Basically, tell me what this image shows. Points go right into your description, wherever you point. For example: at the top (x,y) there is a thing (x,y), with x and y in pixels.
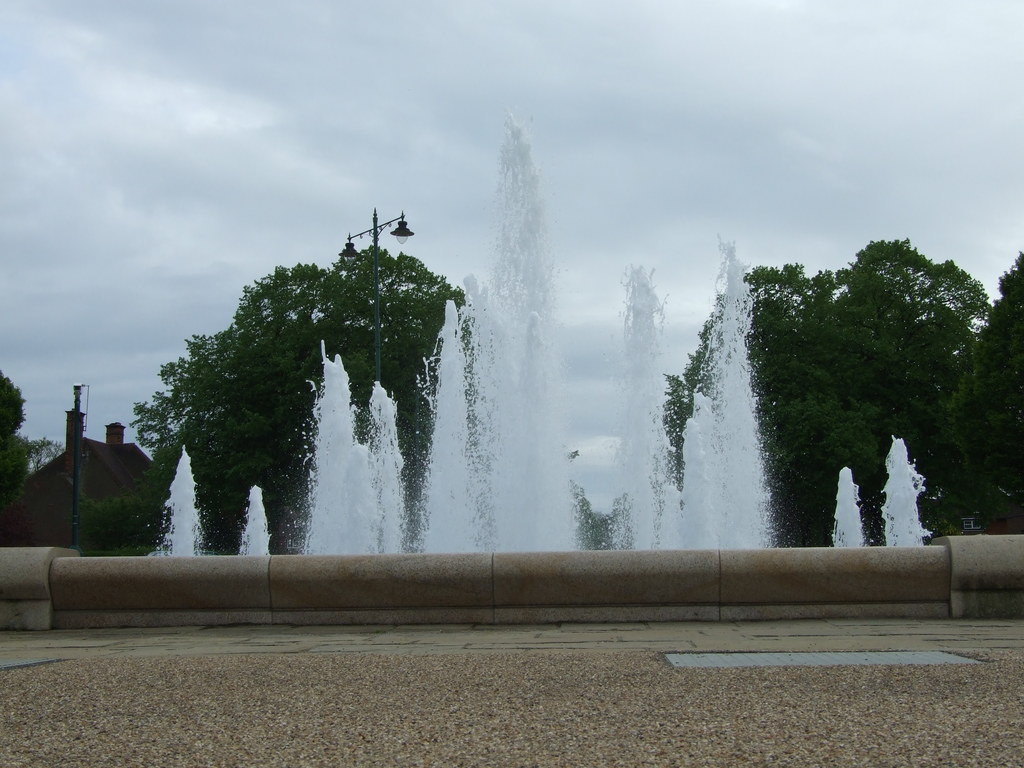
In this image in front (850,717) there is a road (595,691). In the center of the image (651,441) there is a fountain (514,493). There are trees (281,317). There are lights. On the left side of the image (53,504) there is a building (67,496). In the background of the image (385,108) there is sky (365,66).
